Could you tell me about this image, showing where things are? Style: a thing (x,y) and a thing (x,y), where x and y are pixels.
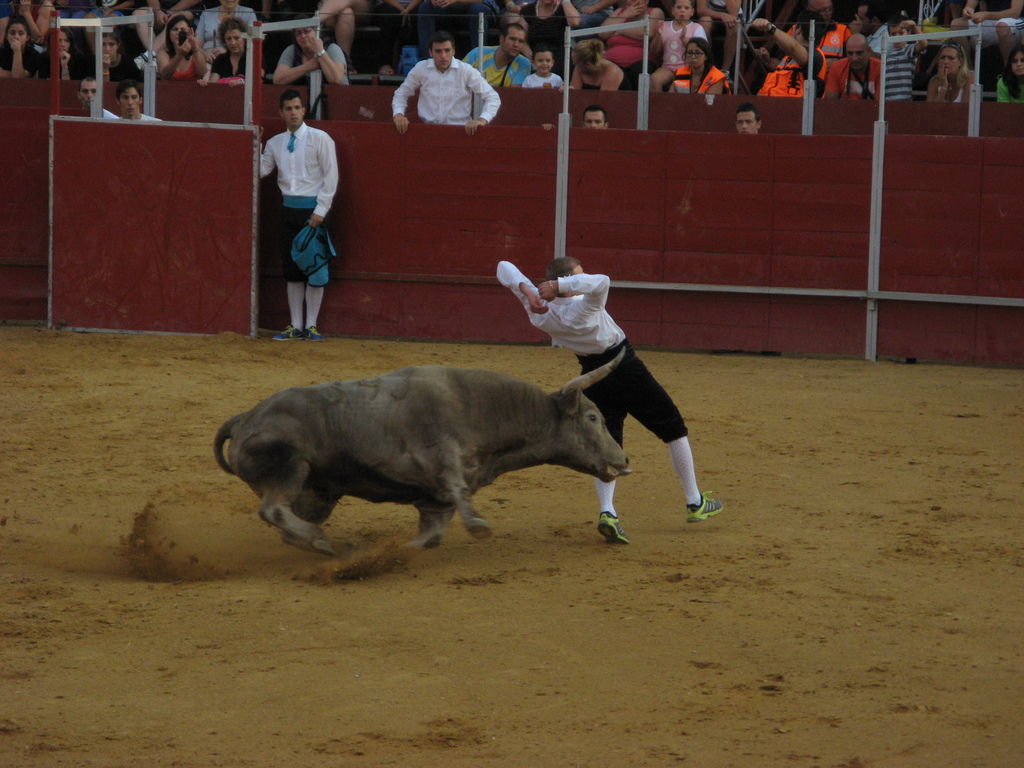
In this image, we can see persons (551,314) wearing clothes (624,37). There are wooden walls (741,235) at the top of the image (546,187). There is an animal (400,385) in the middle of the image (482,472).
